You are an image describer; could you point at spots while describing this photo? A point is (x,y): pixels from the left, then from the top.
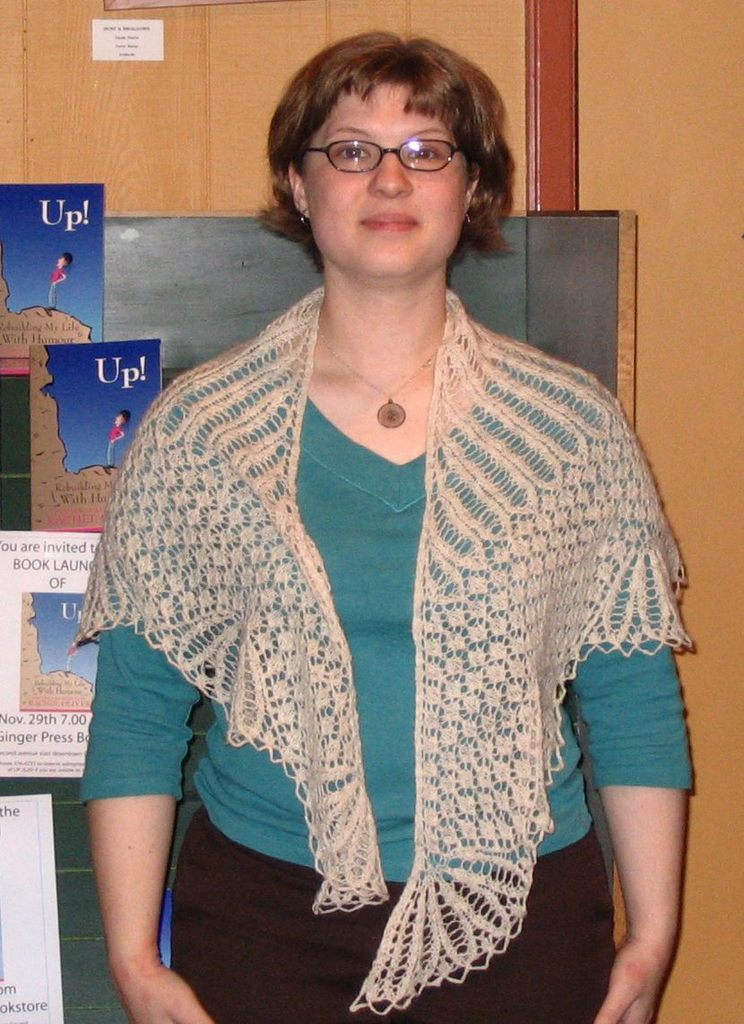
There is one woman (364,716) standing in the middle of this image (383,679). We can see books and a wall (248,147) in the background (515,139).
